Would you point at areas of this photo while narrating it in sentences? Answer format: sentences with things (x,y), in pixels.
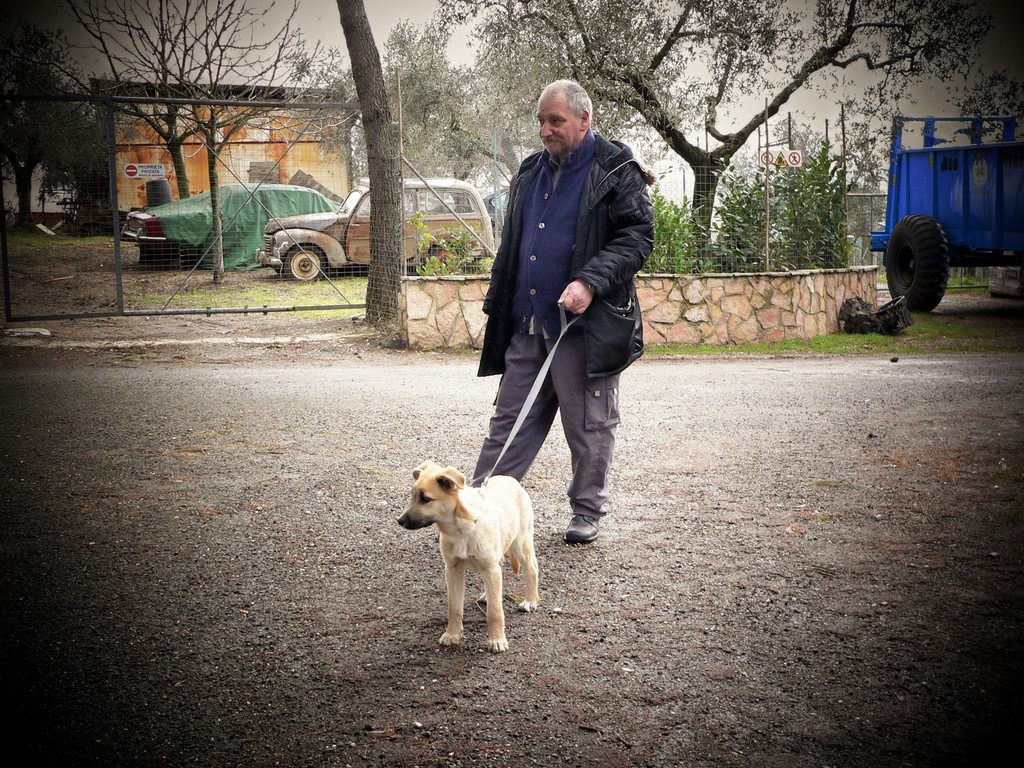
A person (568,394) is holding dog belt (491,475) tied to a dog (471,523). In the background (278,157) there are trees (185,191), a building (246,175), plants (660,244) and vehicles (433,227).
